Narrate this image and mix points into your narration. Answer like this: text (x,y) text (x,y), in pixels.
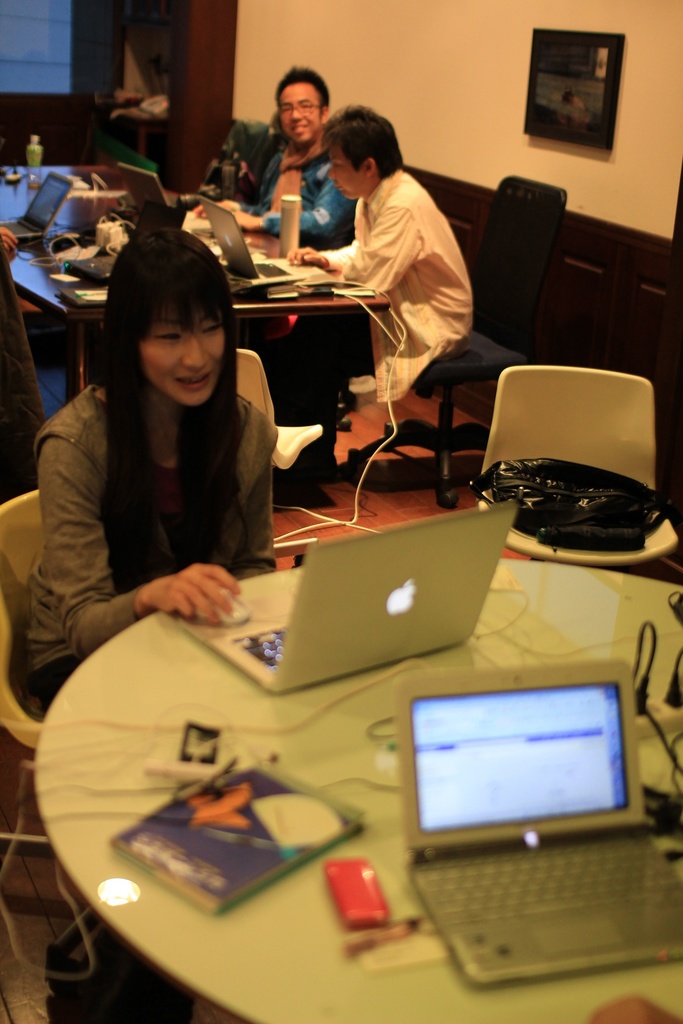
In this picture i could see some persons (356,178). In the front (174,427) i could see a woman (159,475) sitting on the chair (8,587) and using a laptop (288,622) and in the background (342,159) there are two other persons (319,197) sitting on the table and using laptop (136,188). In the background (578,87) i could see wall frame (576,45) hanging on the wall (603,174).
